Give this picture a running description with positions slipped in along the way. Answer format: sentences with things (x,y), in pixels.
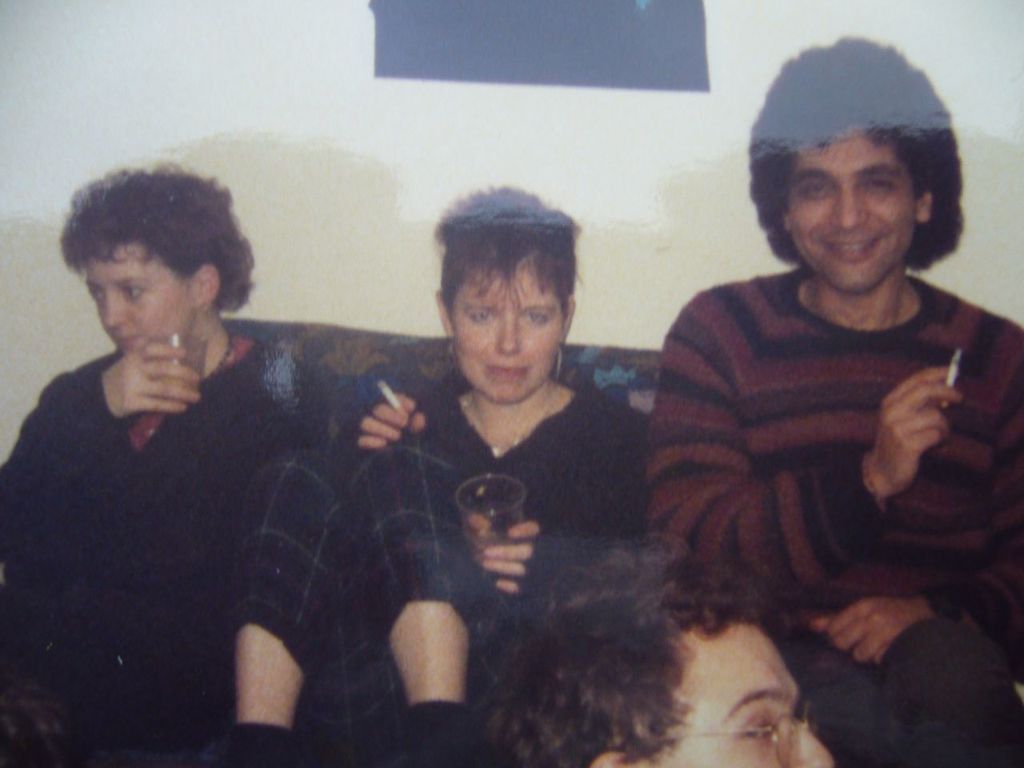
This picture consists of three persons (547,289) sitting on sofa set (314,354) and at the bottom (728,739) I can see another person (640,629), in the middle (597,502) I can see the wall (467,118) and persons (890,297) holding an object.
